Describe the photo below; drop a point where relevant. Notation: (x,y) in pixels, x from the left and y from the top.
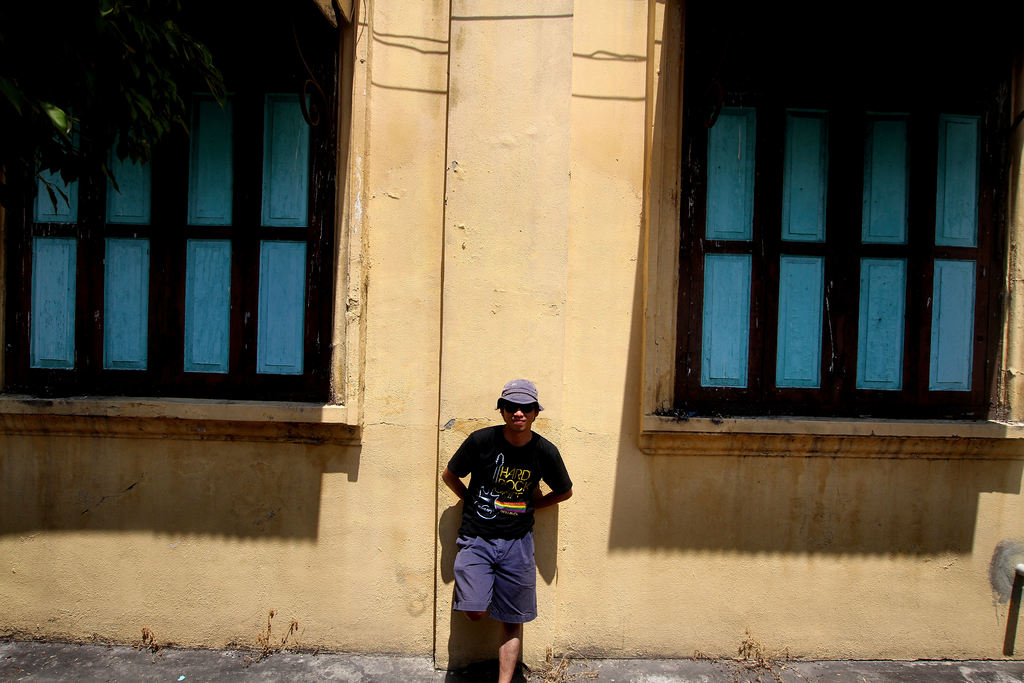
In this image we can see there is a person (528,405) wearing a cap (529,402). The person (502,534) is standing. There are windows (904,295) and a wall (405,390).
